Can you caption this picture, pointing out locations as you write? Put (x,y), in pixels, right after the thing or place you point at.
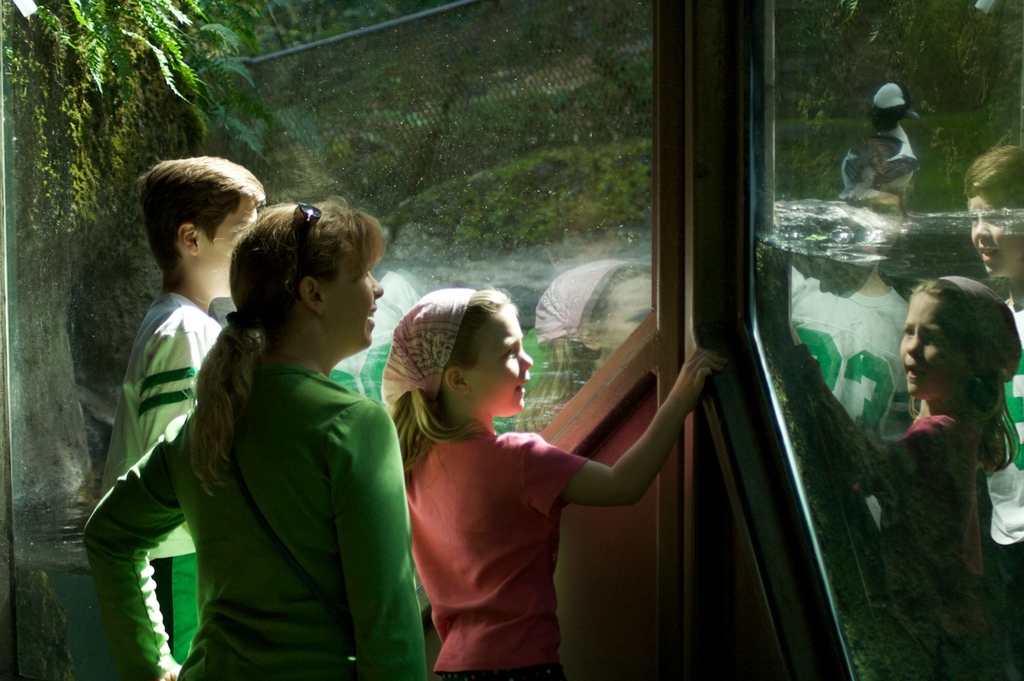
In this image I can see few people (274,471) standing in-front of glass door (834,617), where we can see the reflection (999,462) of people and a view of trees (15,24), water (71,616) and bird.
